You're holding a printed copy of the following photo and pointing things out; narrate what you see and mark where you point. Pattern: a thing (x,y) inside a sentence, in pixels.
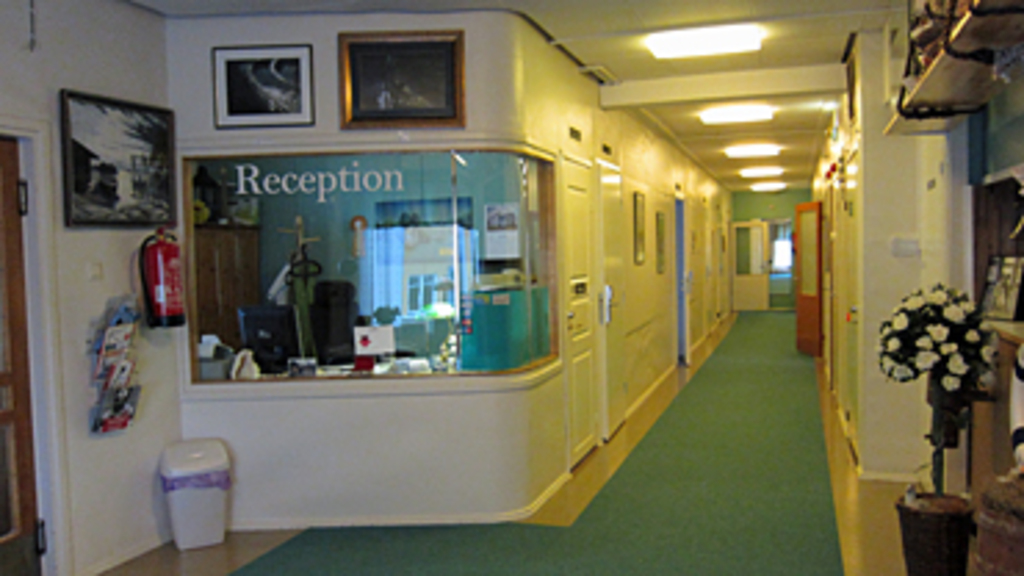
In this image we can see a corridor (667,356). There are doors (580,381). On the ceiling (687,100) there are lights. On the right side (925,533) there is a pot (925,494) with a plant (929,358) and flowers (929,345). On the left side (168,349) there is a wall (106,269). On the wall (168,349) there is a photo frame (122,179), fire extinguisher (150,252) and a box (109,389) with some books (119,367). Near to the wall (146,447) there is a dustbin (204,508). And we can see a glass wall (370,238) with something written. There are photo frames (349,90) on the wall (321,66). Through the glass wall (307,168) we can see many items (391,318).
